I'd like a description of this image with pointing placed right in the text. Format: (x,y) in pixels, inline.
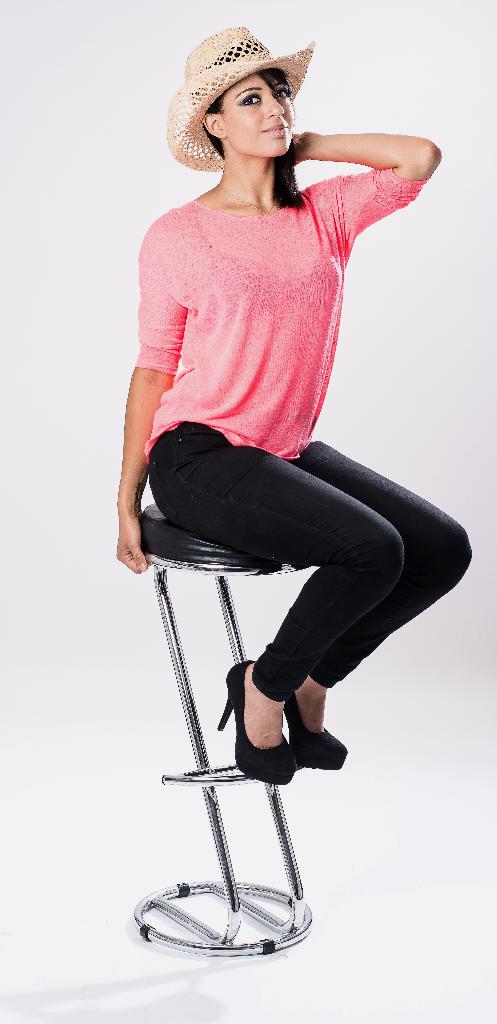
In this image a lady (143,426) is sitting on a chair (164,551). She is wearing a pink top (260,358), black jeans (282,487). She is wearing a hat (201,87).
